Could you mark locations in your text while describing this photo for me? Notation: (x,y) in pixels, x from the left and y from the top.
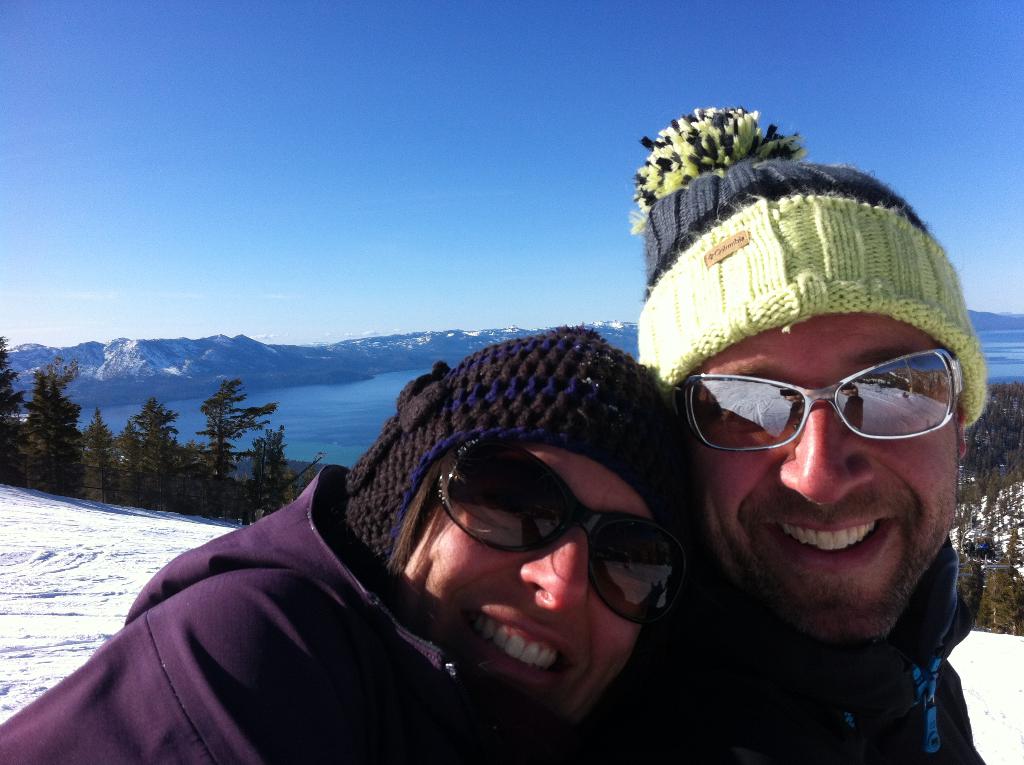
In this picture there are two persons (479,621) smiling. At the back (1014,342) there are mountains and trees (40,449) and there is water (369,397). At the top (328,105) there is sky (304,79). At the bottom (115,580) there is snow (62,584).
